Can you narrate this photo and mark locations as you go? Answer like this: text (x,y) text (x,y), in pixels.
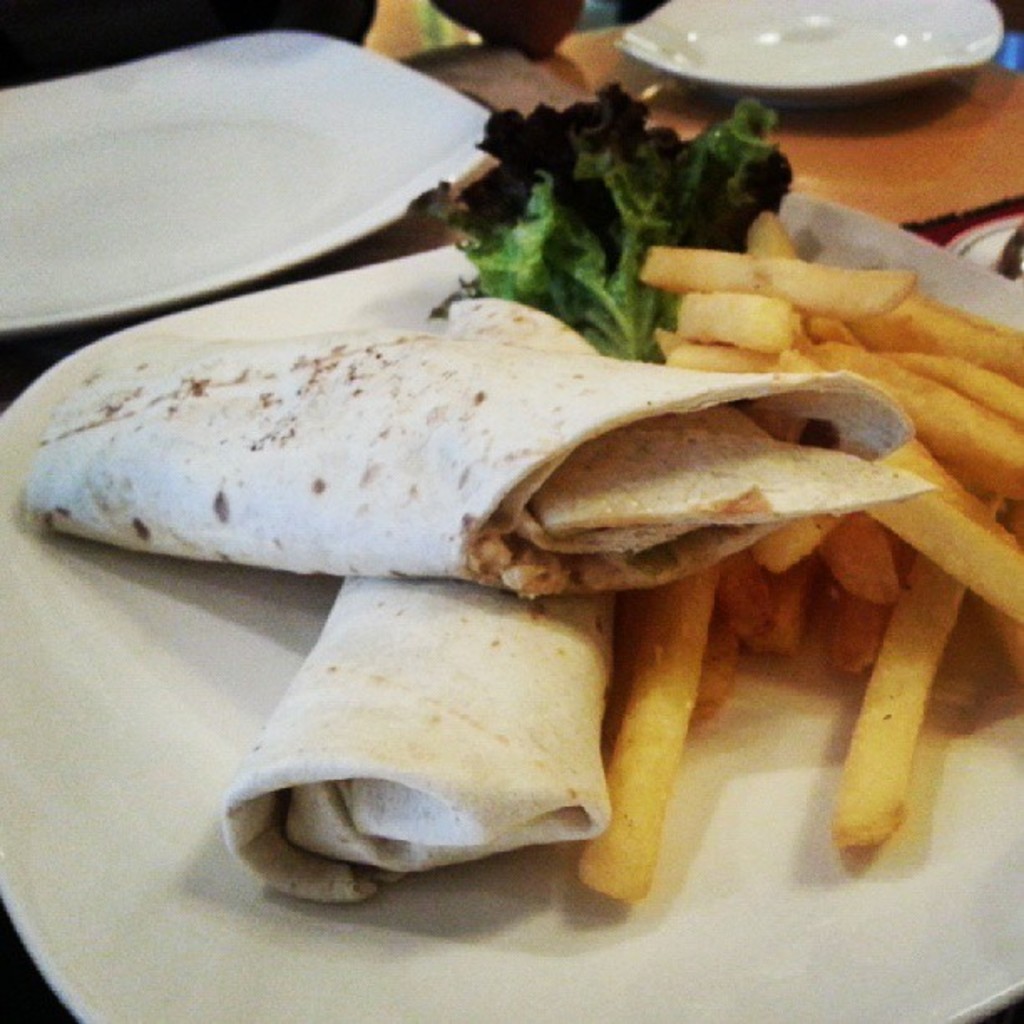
In this image there are some food items (609,631) kept on white color plate (213,780) at bottom of this image (512,702) and there is one another plate (228,195) is at top left corner of this image (216,173). There is a white color bowl (768,53) is at top right corner of this image (808,58).
